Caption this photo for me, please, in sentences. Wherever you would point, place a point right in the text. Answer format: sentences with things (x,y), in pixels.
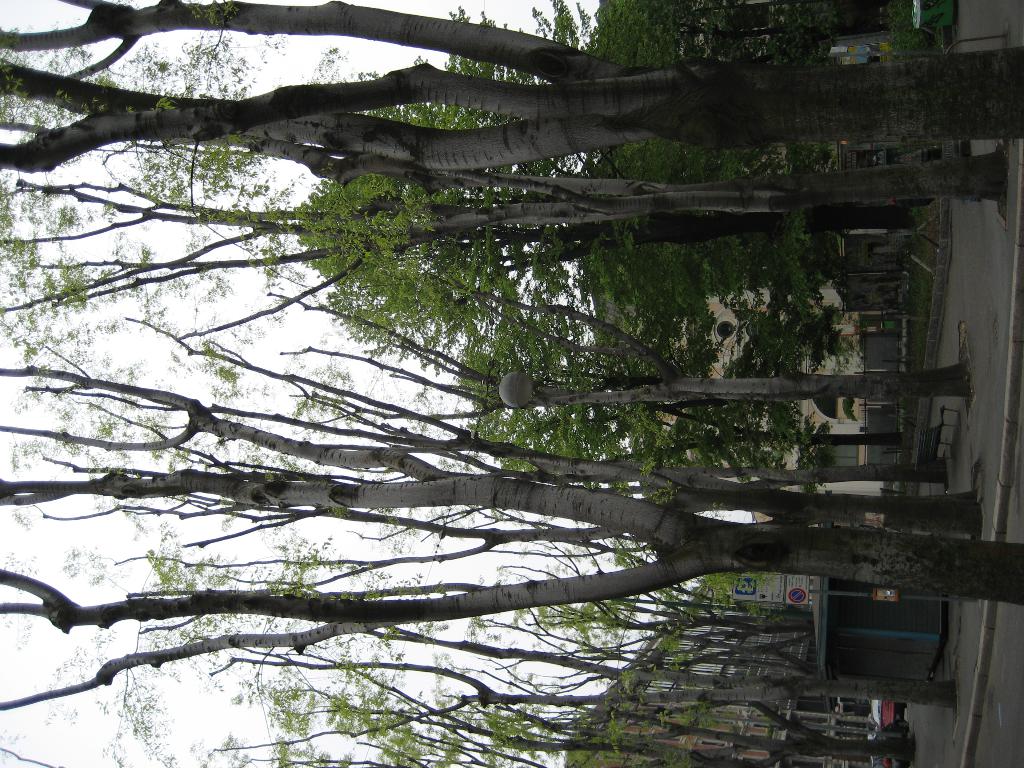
In the center of the picture (523,490) there are trees (962,562). In the center of the background (698,740) there are buildings (867,370).
